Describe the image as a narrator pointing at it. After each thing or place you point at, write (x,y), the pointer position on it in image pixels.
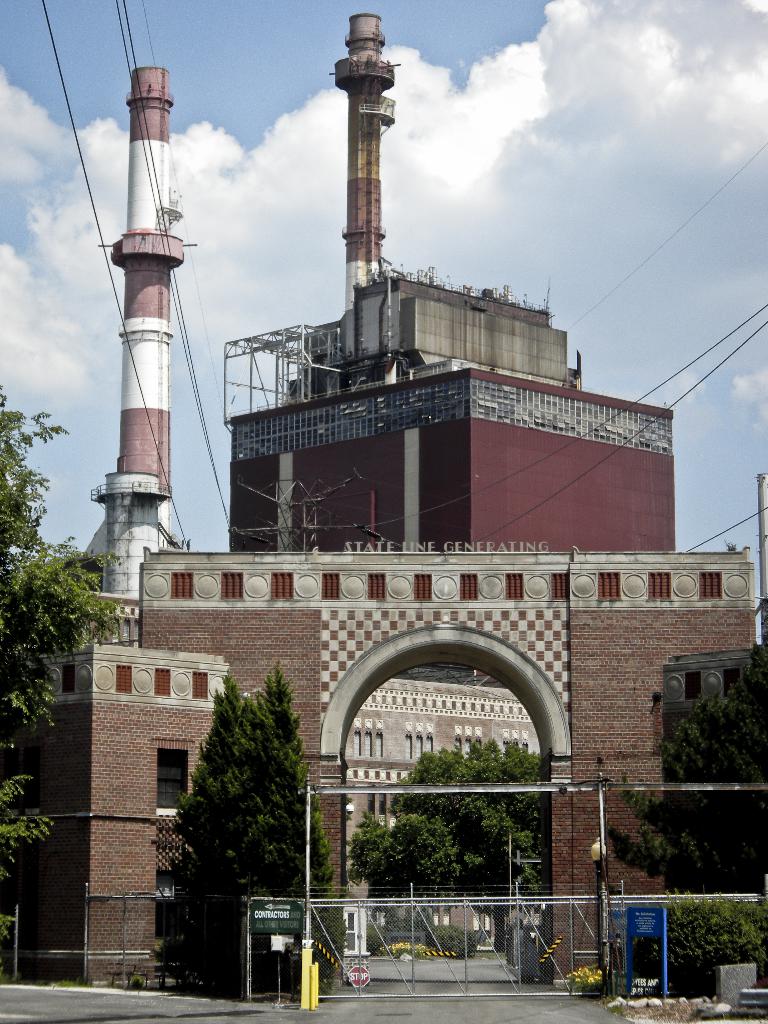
In this image we can see buildings (357,294), towers (133,205), grill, name boards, trees (477,749), mesh (561,950), sign boards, street poles (308,872), street lights (601,906), barriers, electric cables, trees (46,580) and sky (297,166) with clouds (433,220) in the background (70,320).
